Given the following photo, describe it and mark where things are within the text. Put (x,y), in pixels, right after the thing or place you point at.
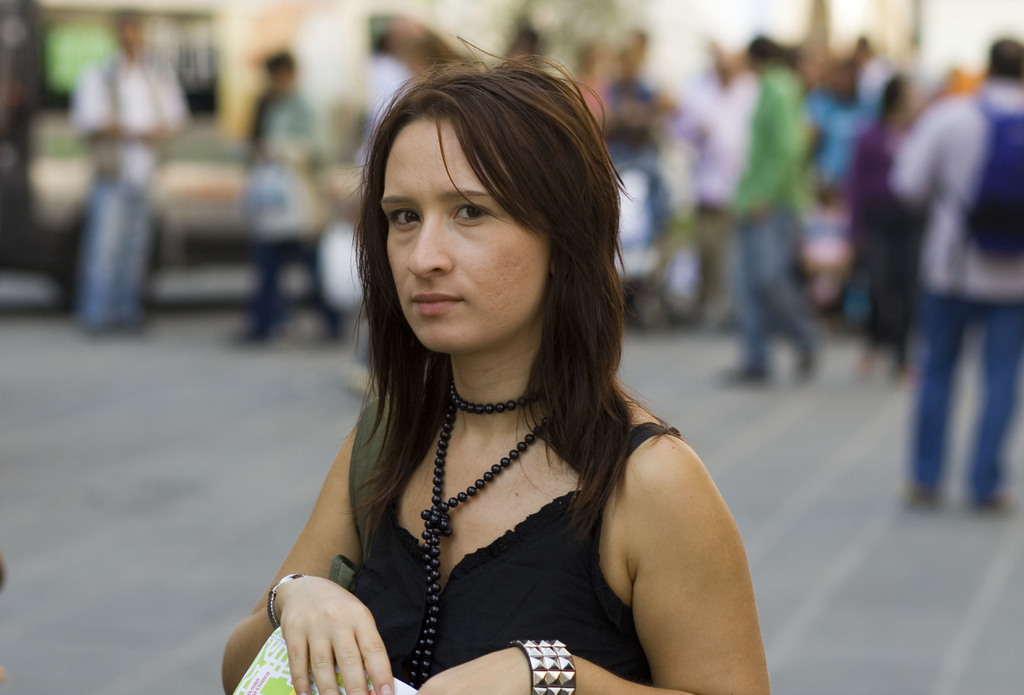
There is a woman (471,426) holding an object (280,669). In the background (1010,55) it is blurry and we can see people (984,308).
